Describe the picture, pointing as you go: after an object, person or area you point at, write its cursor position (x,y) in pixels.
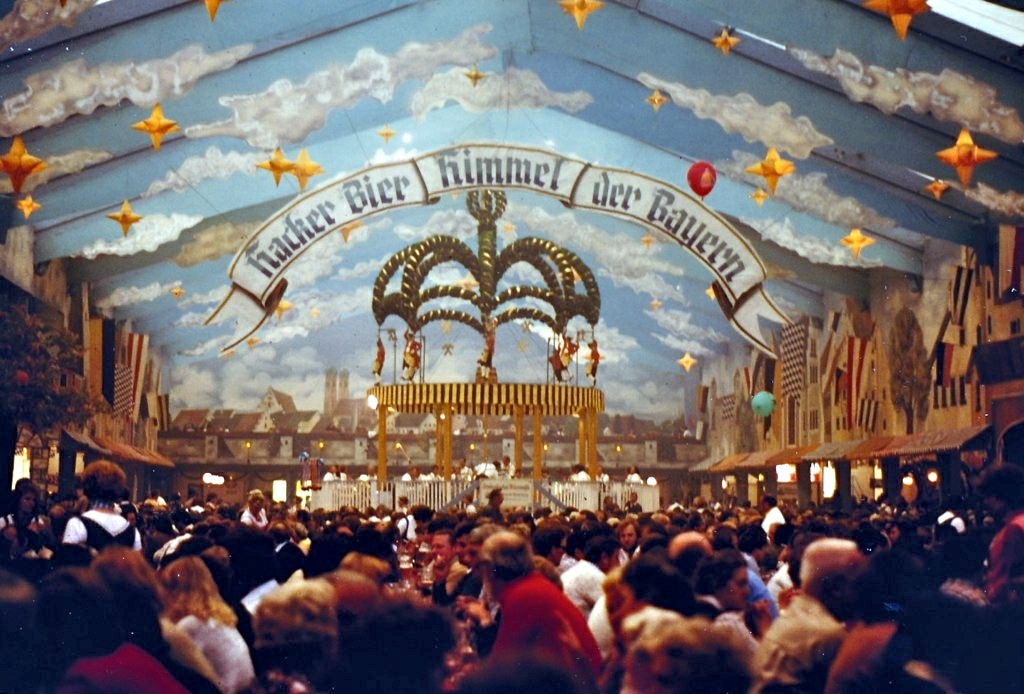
At the bottom of the image (443,547), we can see a group of people (496,506). Background (536,425) we can see poles (536,438), railings (572,487) and board (522,503). Here we can see few decorative objects (16,352) and paintings (326,401). In the middle of the image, we can see some text (688,231).
